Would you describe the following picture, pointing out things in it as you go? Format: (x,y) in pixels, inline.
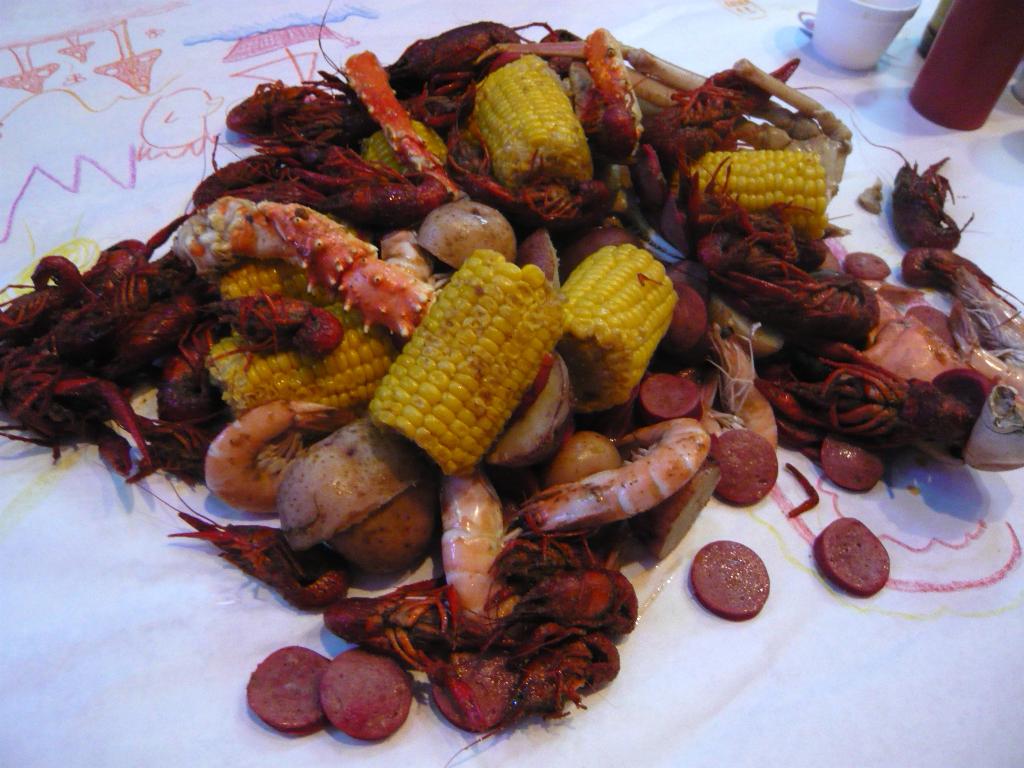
In this image we can see a food item (765,325) with corns (234,364), prawns (602,502), pieces of sausages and some other items (695,237). Also we can see a bowl (915,12) and a bottle (939,67). And it is on a white surface (891,60) with drawings (75,181).
